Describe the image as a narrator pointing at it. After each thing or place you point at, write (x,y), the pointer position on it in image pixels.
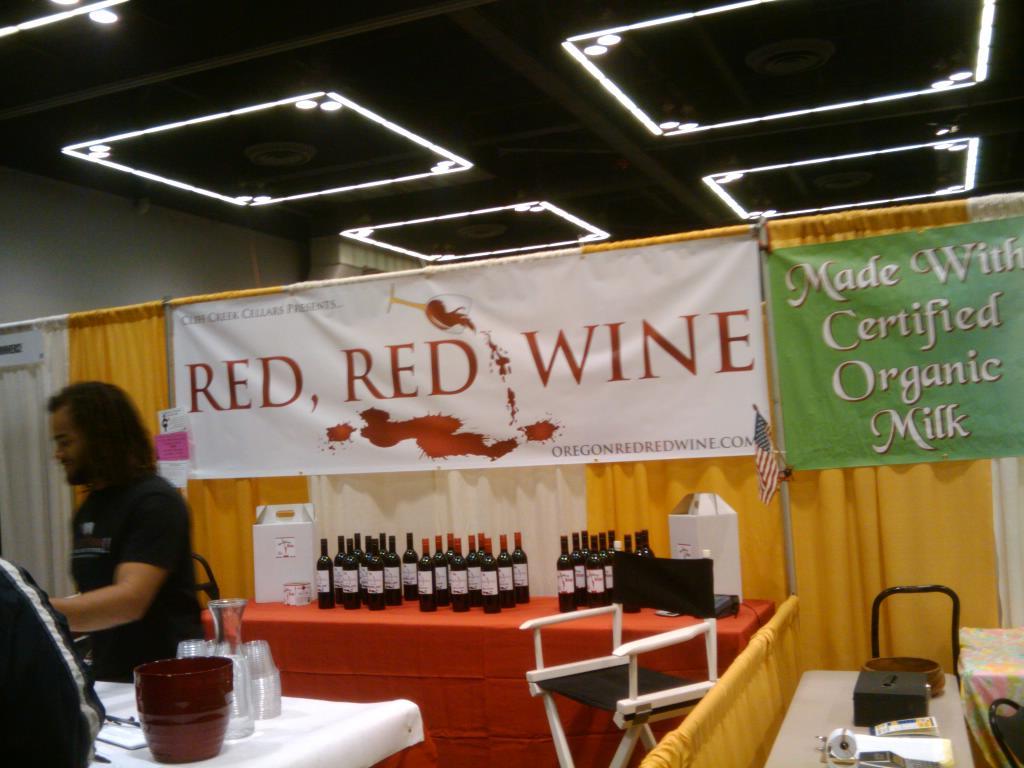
In this image we can see a person (93,575) wearing a black color t-shirt (187,581). There are tables (799,727) with wine bottles (592,604) on them and there are other objects (156,718). In the background of the image (229,413) there is a banner (407,449) with some text (616,321). At the top of the image (436,147) there is ceiling (511,145) with lights (447,153).
